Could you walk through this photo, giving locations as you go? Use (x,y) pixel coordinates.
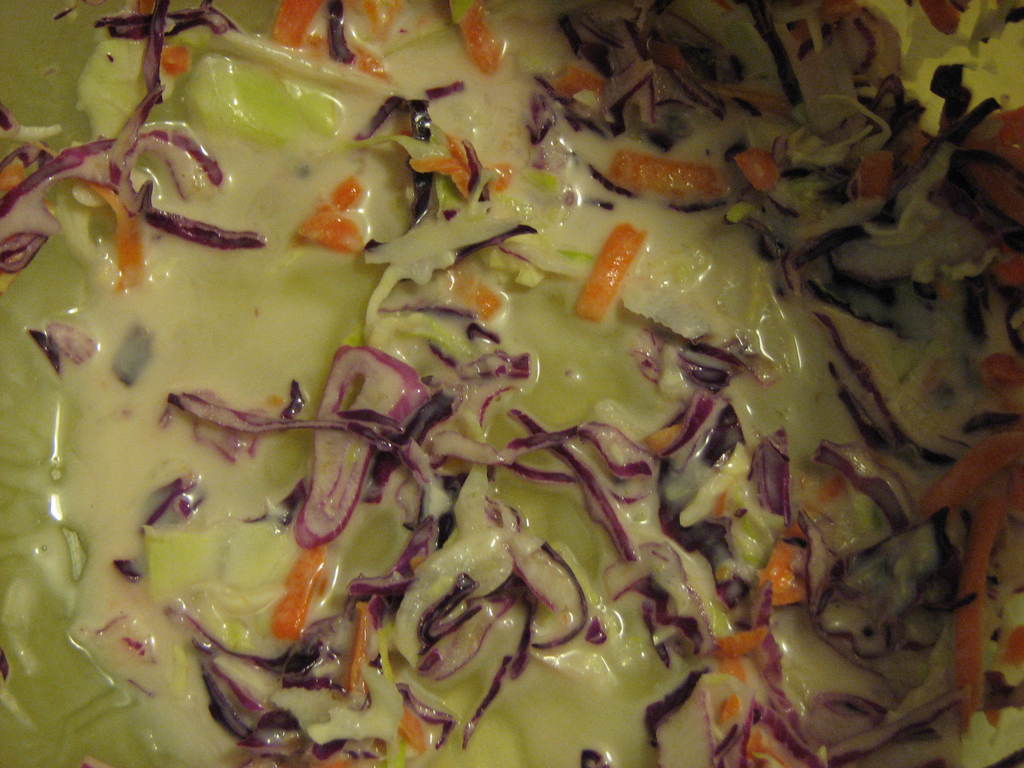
In this image I can see a food (336,324) in cream, green, orange and white color.
